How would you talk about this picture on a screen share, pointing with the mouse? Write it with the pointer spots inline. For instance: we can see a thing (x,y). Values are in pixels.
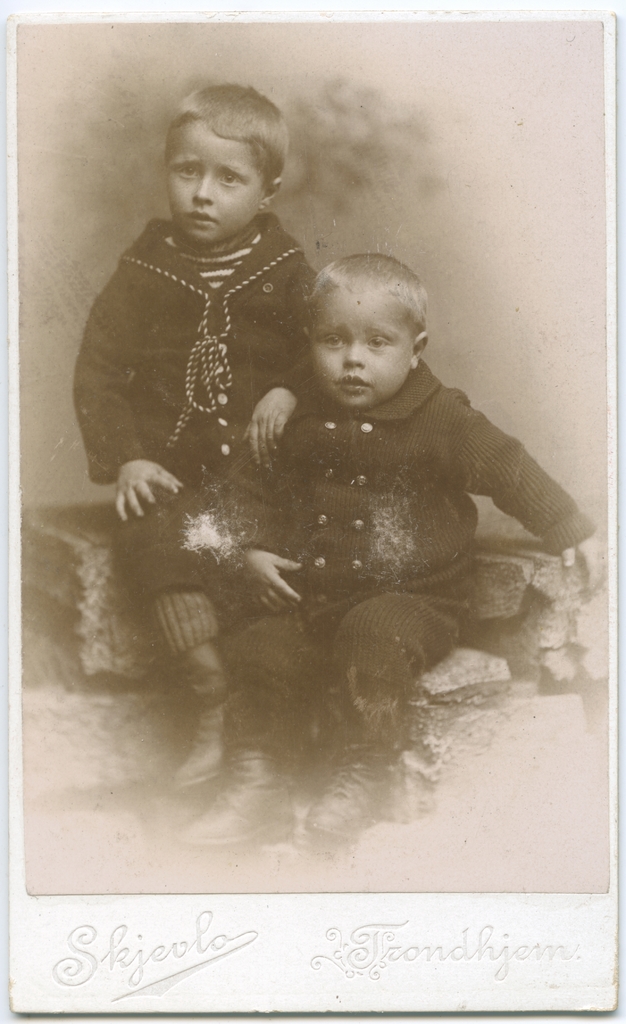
The image is in black and white, we can see there are two boys (263,522) sitting.
